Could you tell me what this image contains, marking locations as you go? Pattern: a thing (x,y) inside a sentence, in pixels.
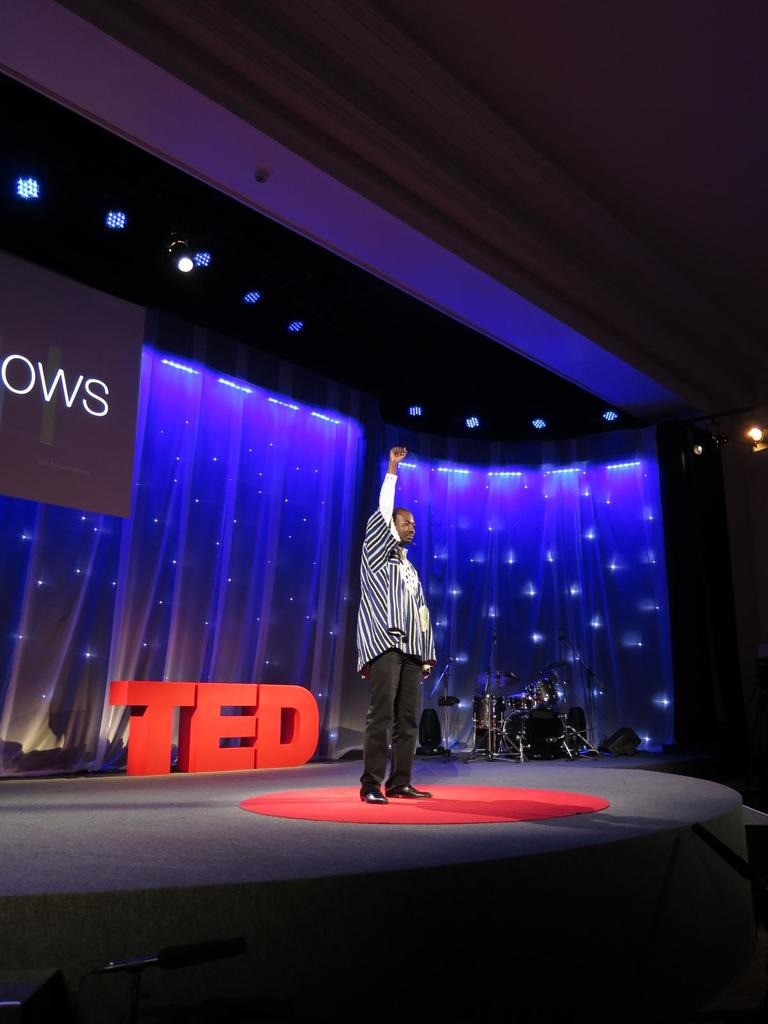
In this image I can see a person (416,622) wearing black and white dress (397,601) and black pant (385,712) is standing on the stage (200,847) which is black and red in color. In the background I can see few lights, few musical instruments (502,715), the ceiling (523,115) and I can see the screen (131,340).
